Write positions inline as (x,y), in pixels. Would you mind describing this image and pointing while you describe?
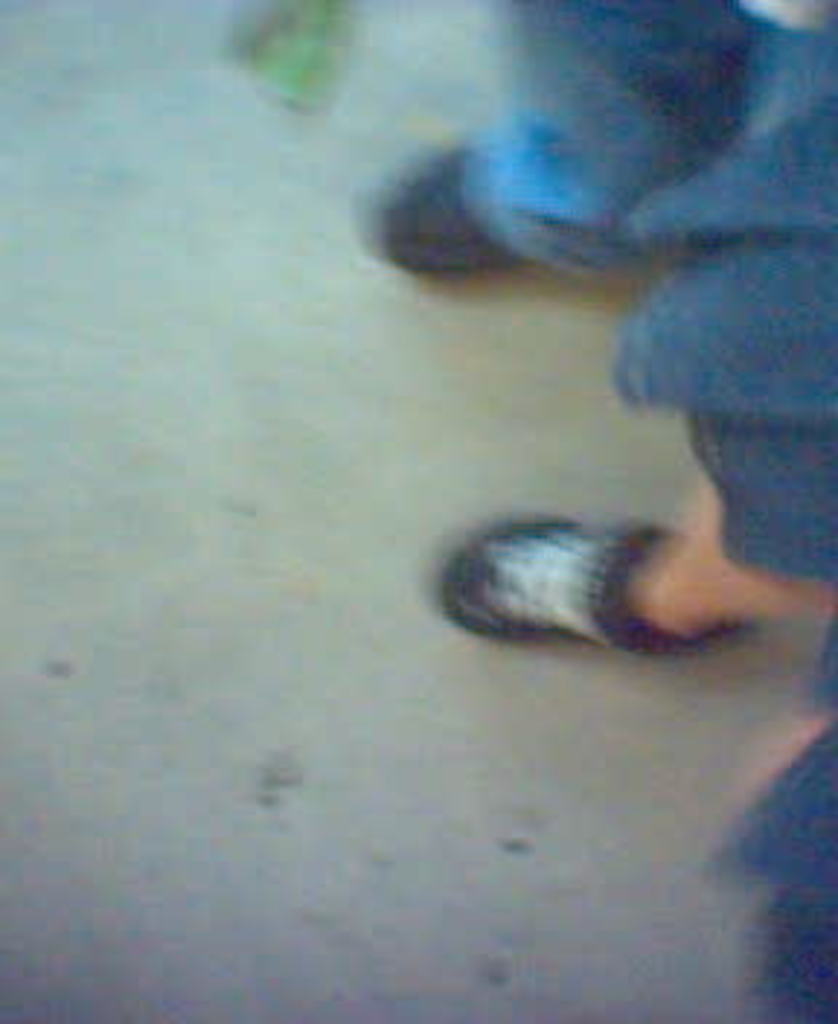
It is a blur image, there are two legs (672,375) of two different persons (502,545) are visible in the image.
